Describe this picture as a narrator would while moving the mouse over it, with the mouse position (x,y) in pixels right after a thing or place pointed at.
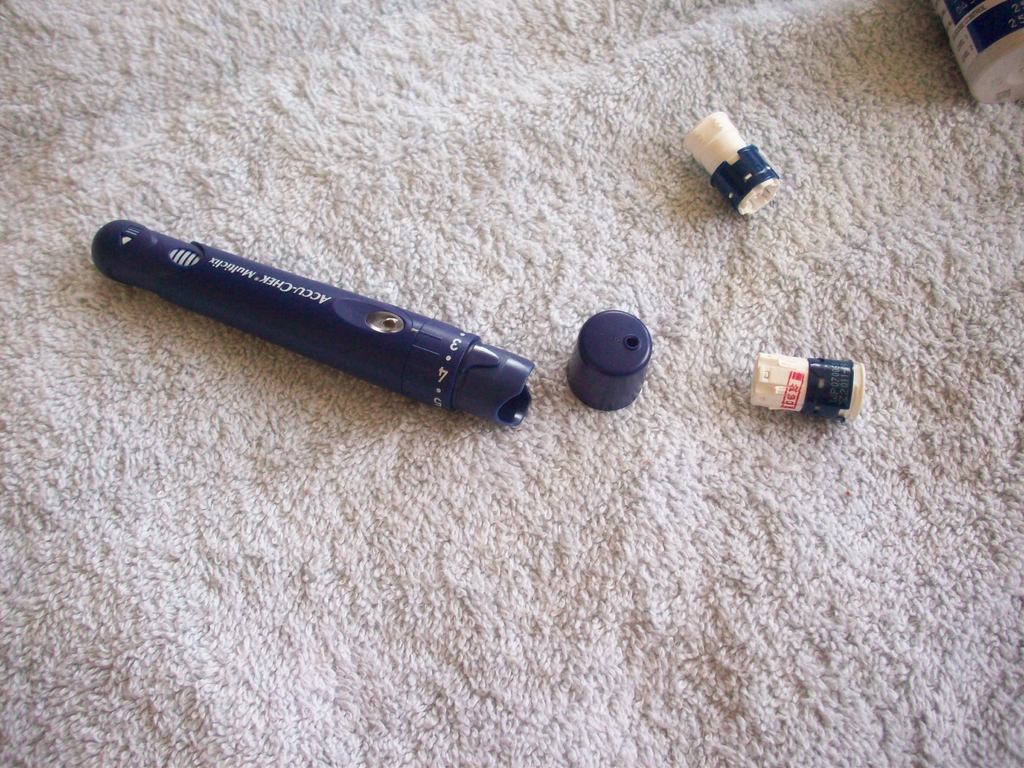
This image consists of an object (620,381). It looks like a lancing device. At the bottom (301,593), there is a cloth (391,563).
